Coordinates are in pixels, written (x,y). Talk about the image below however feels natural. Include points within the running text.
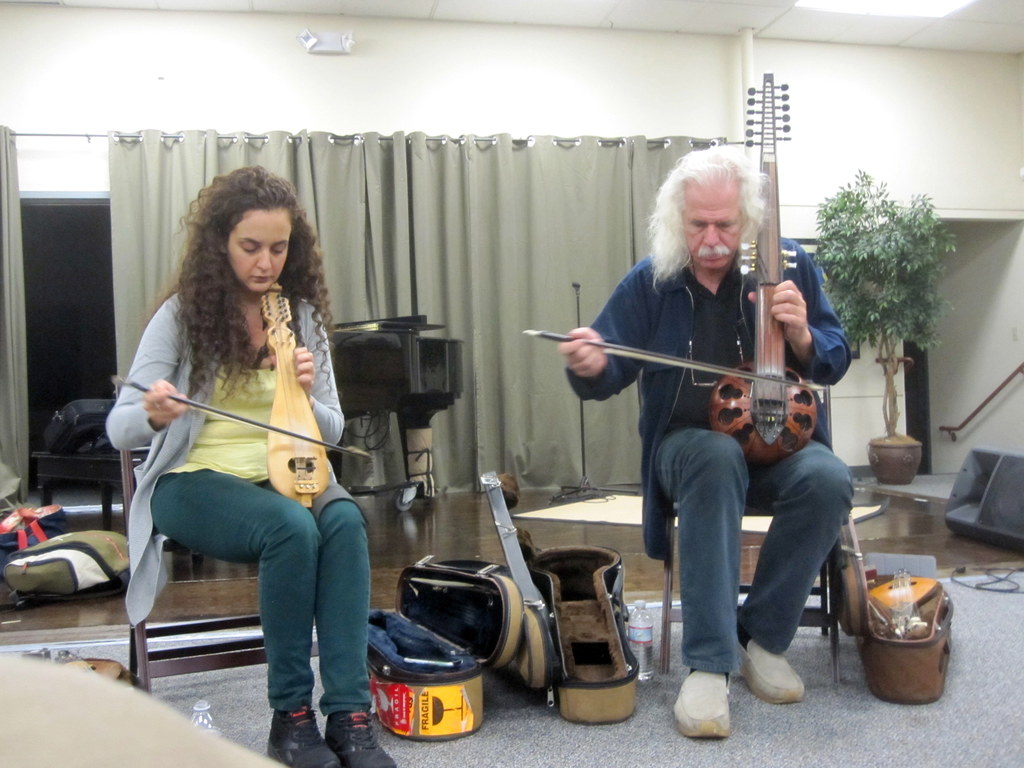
On the background (459,139) we can see a wall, curtain (354,142), house plant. Here we can see a women (261,342) and a man (694,336) sitting on chairs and playing musical instruments (700,367). On the floor (559,504) we can see bags (615,664), bottle (206,704), backpacks (110,596).
